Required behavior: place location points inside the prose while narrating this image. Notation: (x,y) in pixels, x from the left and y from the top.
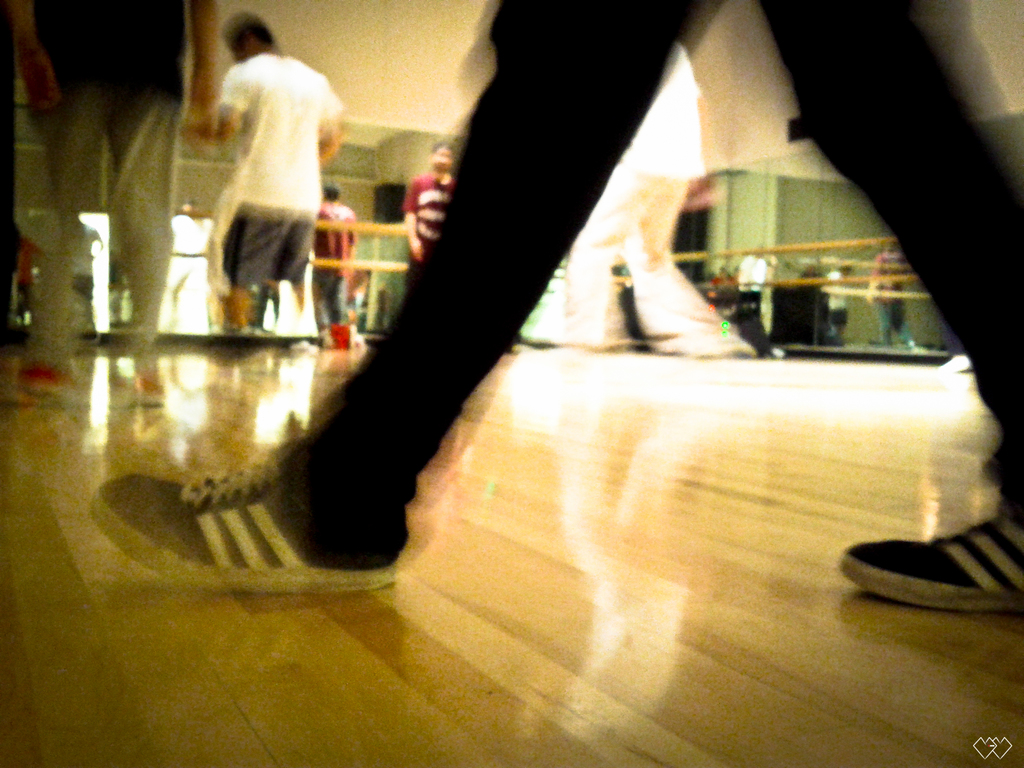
In this image we can see some persons (416,433). In the background (791,282) there is a fence (802,249). In the bottom right corner (1007,751) there is a logo (979,740).
